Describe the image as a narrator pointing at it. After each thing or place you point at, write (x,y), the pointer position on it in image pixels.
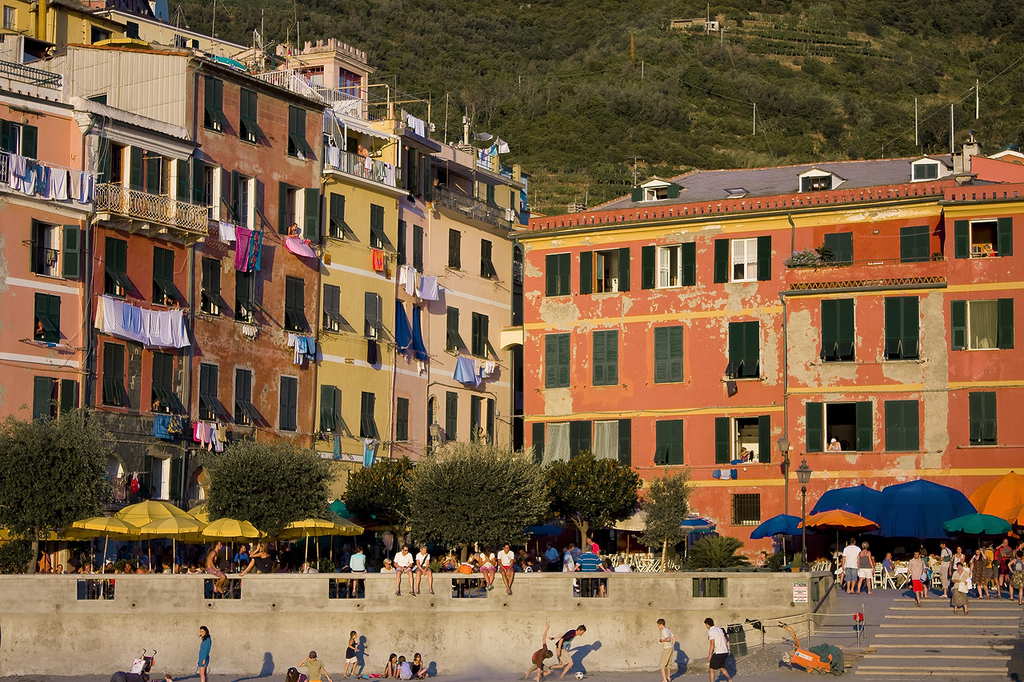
In this picture there are buildings (475,347) in the center of the image (443,366) and there are people (990,552) at the bottom side of the image (999,543), there are trees (974,34) at the top side of the image (391,26).
